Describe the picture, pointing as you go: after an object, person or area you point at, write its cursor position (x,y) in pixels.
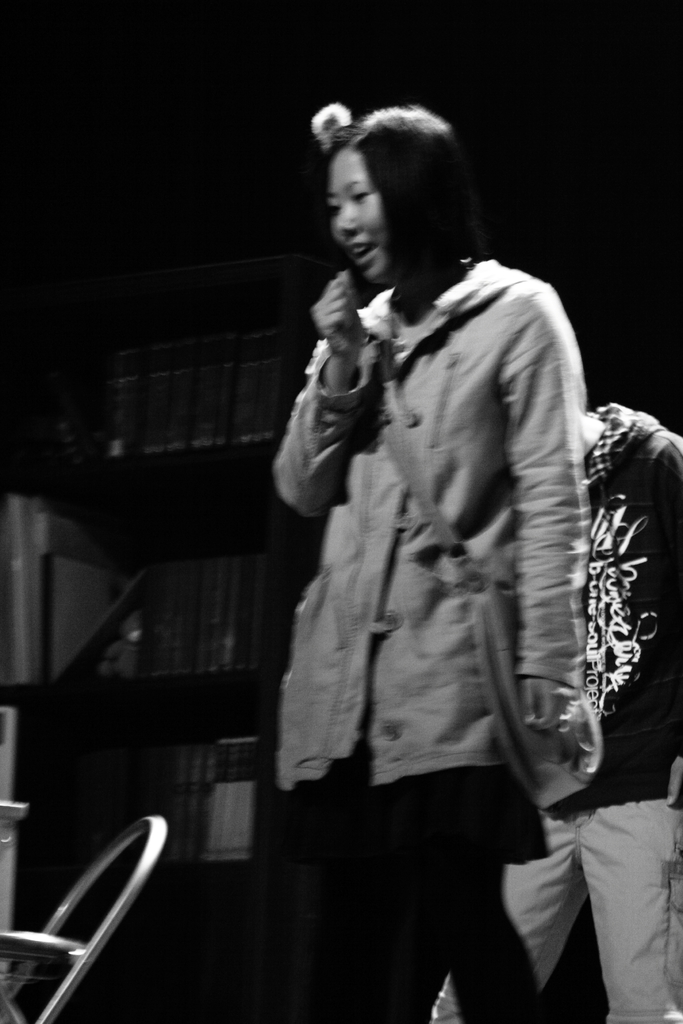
In this image I can see the black and white picture in which I can see two persons (372,643) standing, a chair (48,947), few other objects (119,648) and the dark background (198,385).
